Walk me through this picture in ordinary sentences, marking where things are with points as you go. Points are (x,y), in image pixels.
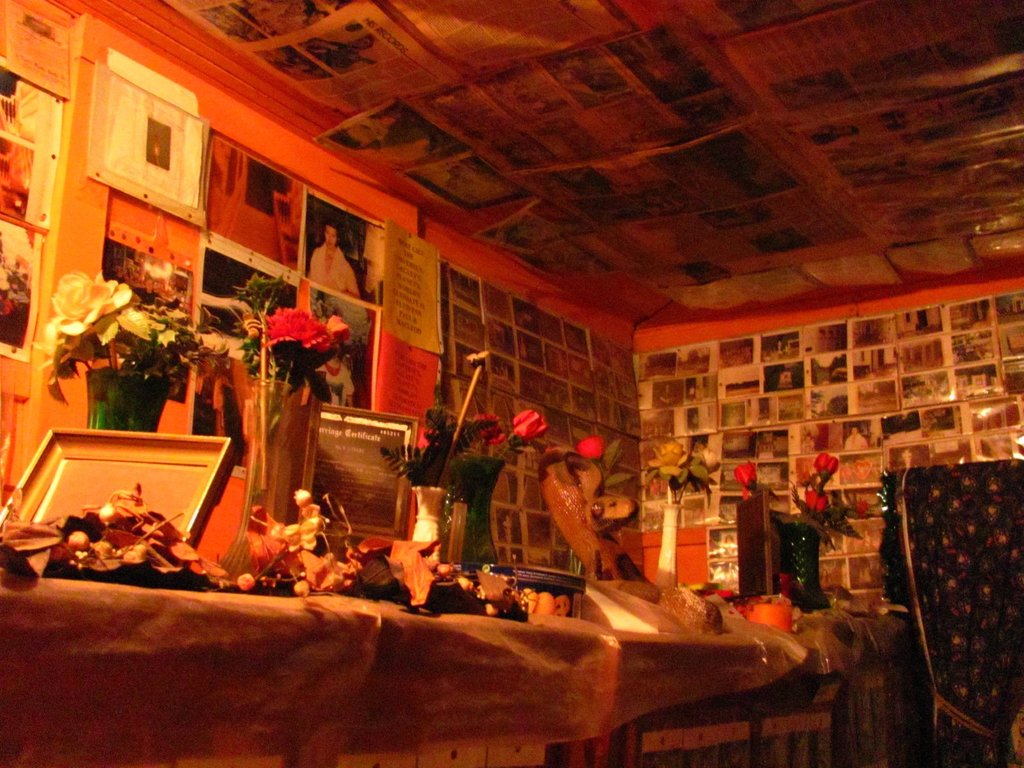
In this picture, we see the tables (568,724) which are covered with the brown color sheets (304,657). We see many flower vases (662,564), a box (167,472) and some other objects (455,570) are placed on the table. Behind that, we see a wall (55,255) on which many photo frames (735,575) and posters (434,387) are pasted. On the right side (968,733), we see a curtain (934,641) in black color. At the top (807,246), we see the roof (687,280) of the building (656,276) and we see the posters (410,90) are posted on the roof (675,189).
